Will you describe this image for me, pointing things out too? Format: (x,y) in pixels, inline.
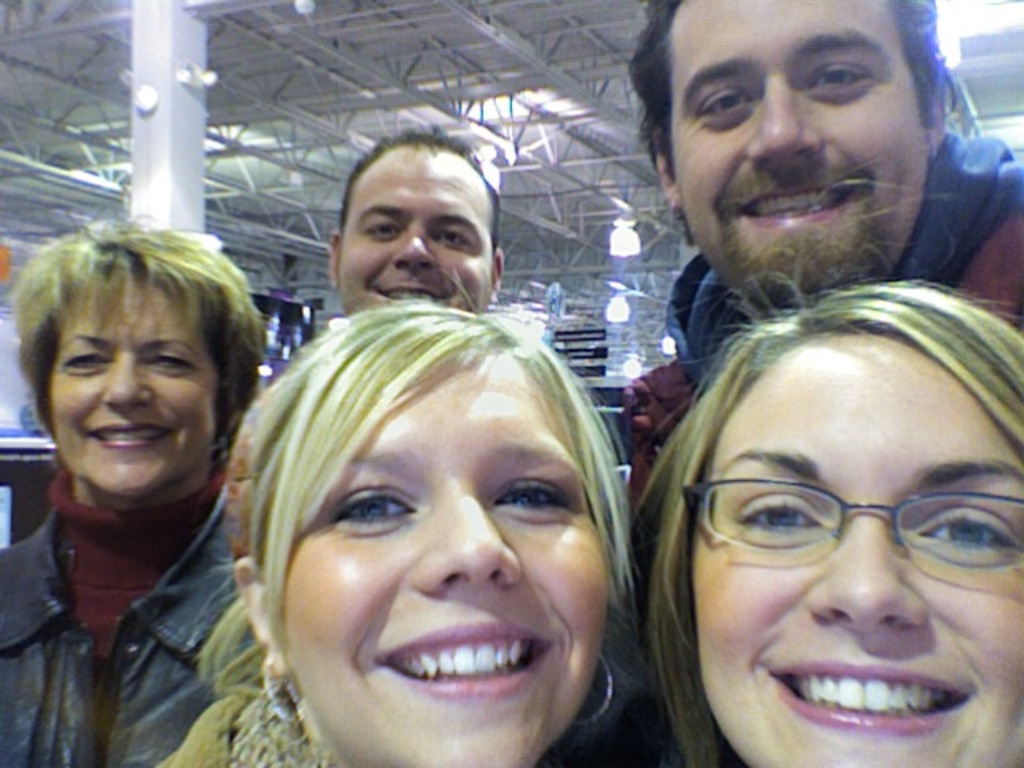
In this picture I can see there are five people (368,423) standing and laughing, in the backdrop (181,217) there is a pole (145,85), a roof (471,14) with iron frames (247,9) and there are lights (621,301) attached to the ceiling (654,284).
